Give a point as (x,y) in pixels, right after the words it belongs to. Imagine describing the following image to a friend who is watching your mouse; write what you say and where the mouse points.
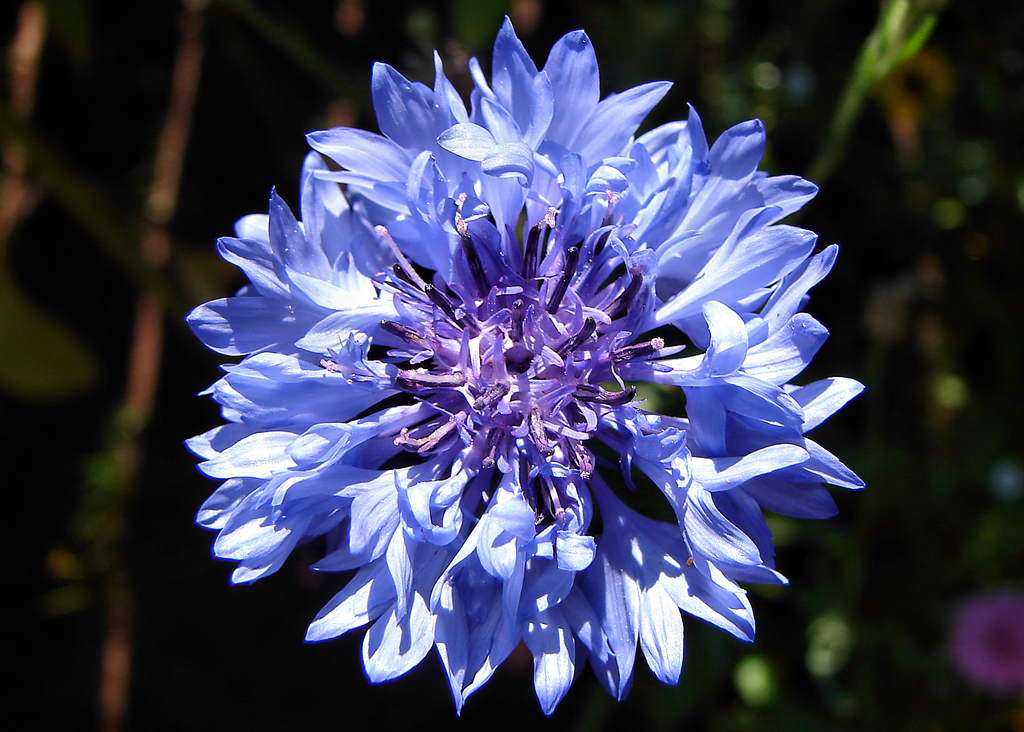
In this image there is a flower (369,265), in the background (257,199) it is blurred.
